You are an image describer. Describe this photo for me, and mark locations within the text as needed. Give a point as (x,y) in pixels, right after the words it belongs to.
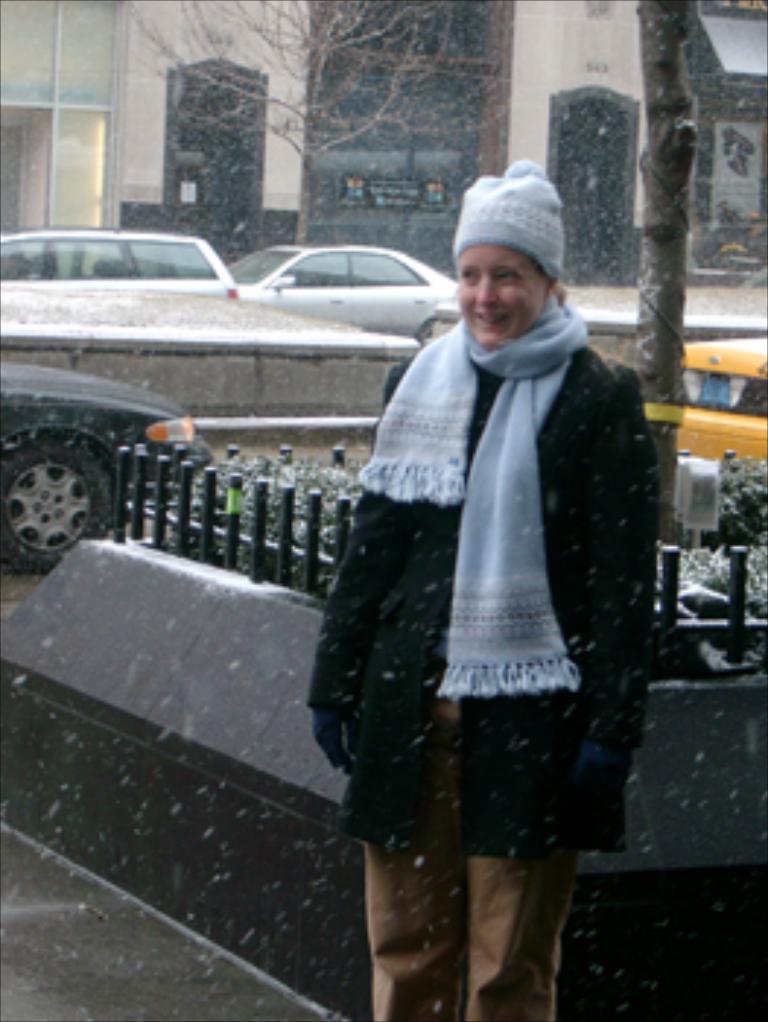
In this image in the foreground (485,682) there is one woman (479,717) who is standing and smiling, and in the background (721,386) there are some houses (407,82) trees (679,334) and some vehicles (92,412) and in the center (264,521) there is a fence (182,472) and some plants (702,548). At the bottom (198,949) there is a walkway (117,946).
